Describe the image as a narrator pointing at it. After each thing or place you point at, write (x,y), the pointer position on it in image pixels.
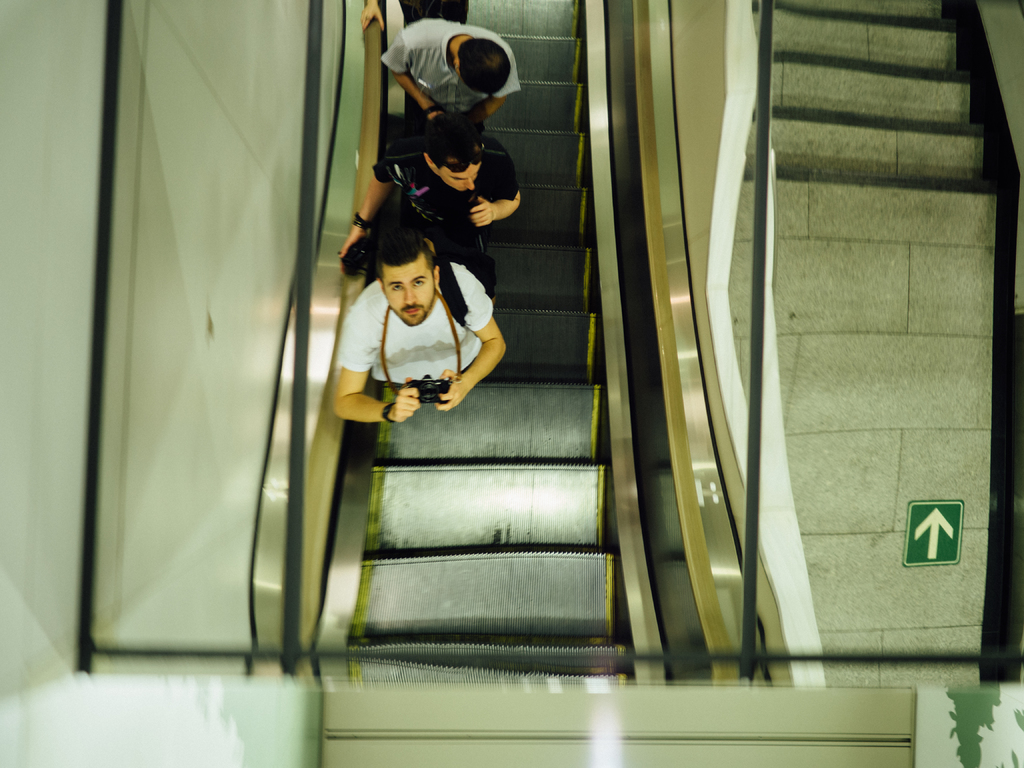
In this given picture, I can see three people (416,60) and the first person (450,355) is holding a camera (438,387) standing on a staircase (517,355) of lift (480,433).
